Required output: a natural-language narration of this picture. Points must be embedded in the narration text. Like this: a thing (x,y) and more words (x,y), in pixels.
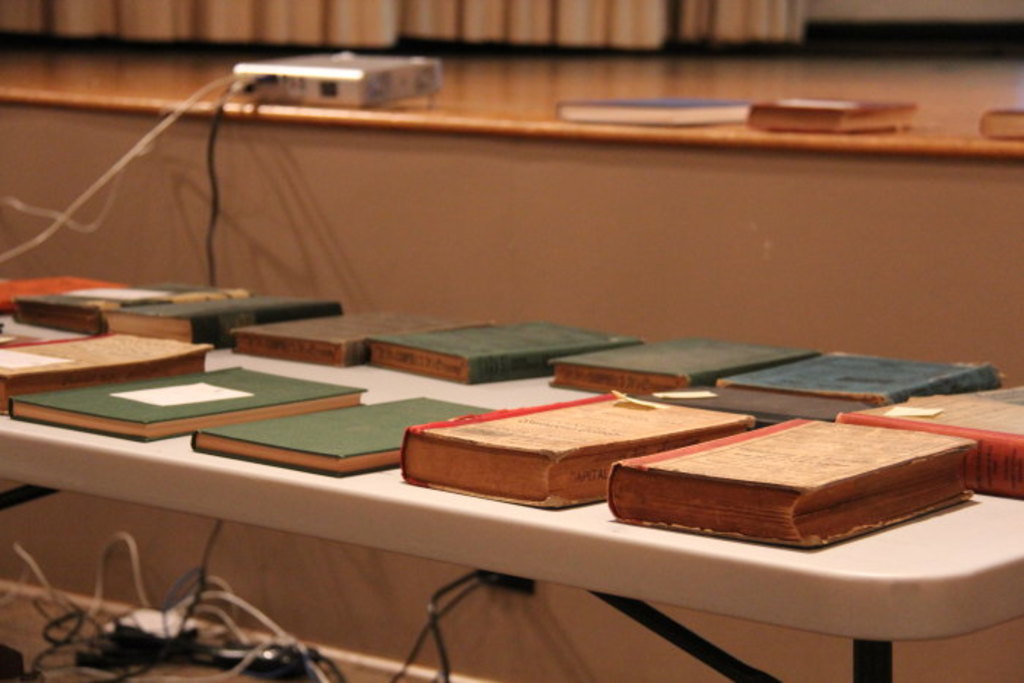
In the picture we can see a table (608,336), on the table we can see a books (539,361), which is green and red in color, with the wires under the table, and we can also see a stage (118,84) with some books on it.
